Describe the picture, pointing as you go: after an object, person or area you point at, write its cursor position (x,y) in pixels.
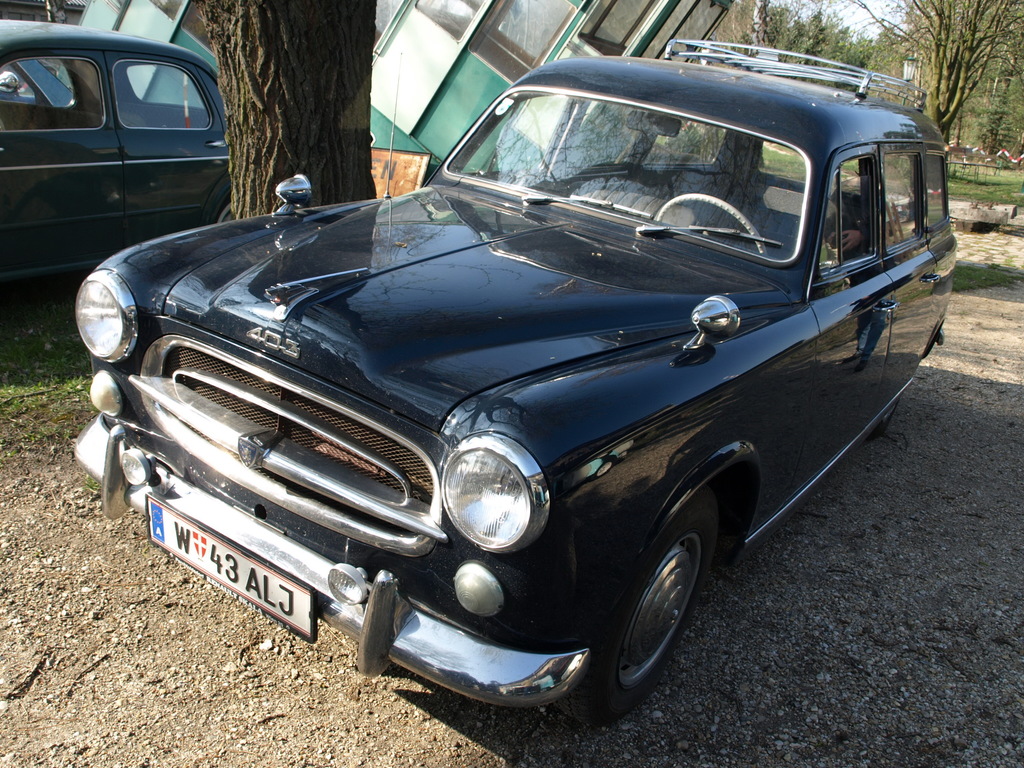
In this picture there are vehicles (698,234). At the back (233,29) there are trees (933,6) and there might be a building (458,24). In the foreground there is a reflection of a person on the vehicle (810,333). At the top (856,4) there is sky (863,15). At the bottom (264,713) there is grass (1022,202) and there is ground (1006,575) and at the back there is a street light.
